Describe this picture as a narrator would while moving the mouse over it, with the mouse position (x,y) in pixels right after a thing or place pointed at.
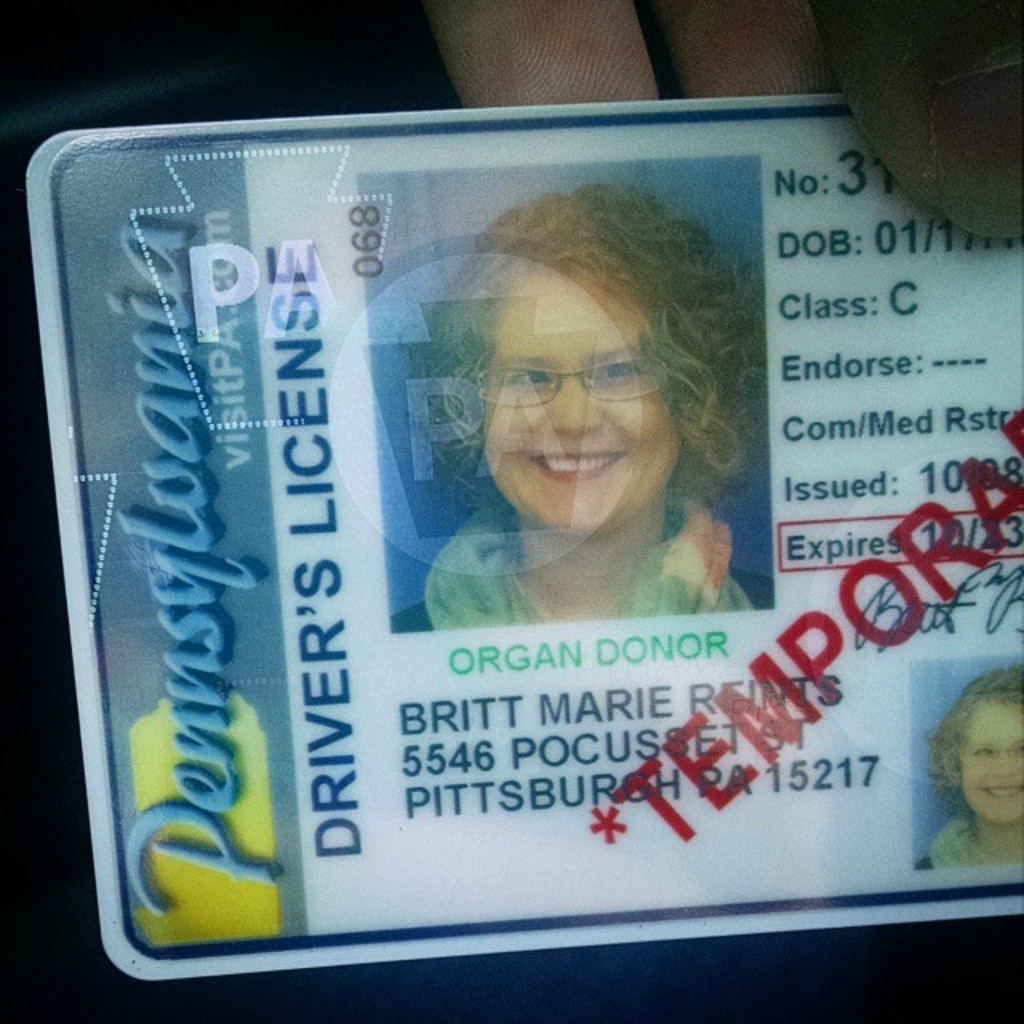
In the picture there is a driving license (508,541) of a person (637,333) which is held in someone's hand (684,82).
